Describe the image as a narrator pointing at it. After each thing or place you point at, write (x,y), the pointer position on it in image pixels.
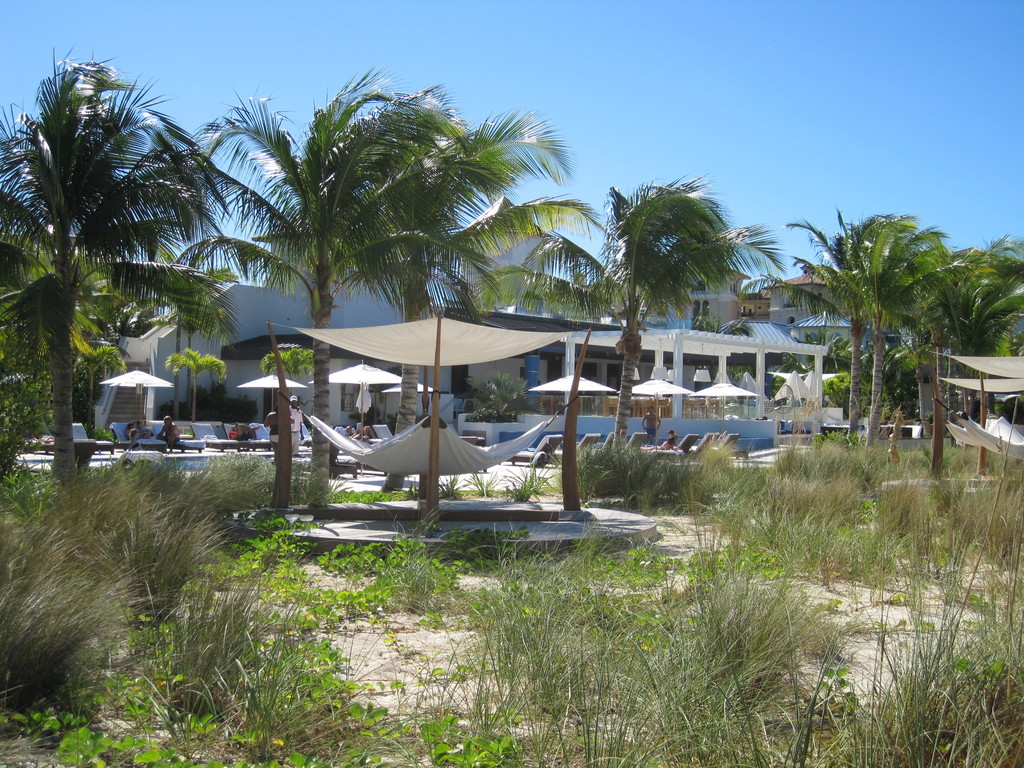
In the background (439,40) we can see a clear blue sky (462,76) and it seems like a sunny day. In this picture we can see the buildings (729,279), white umbrellas (120,382). We can see few people (299,415) are standing and few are resting on the hammock chairs (321,424). On the left side of the picture (141,368) we can see the stairs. In this picture we can see the trees (150,279), tents (970,367) and the plants (627,592).
